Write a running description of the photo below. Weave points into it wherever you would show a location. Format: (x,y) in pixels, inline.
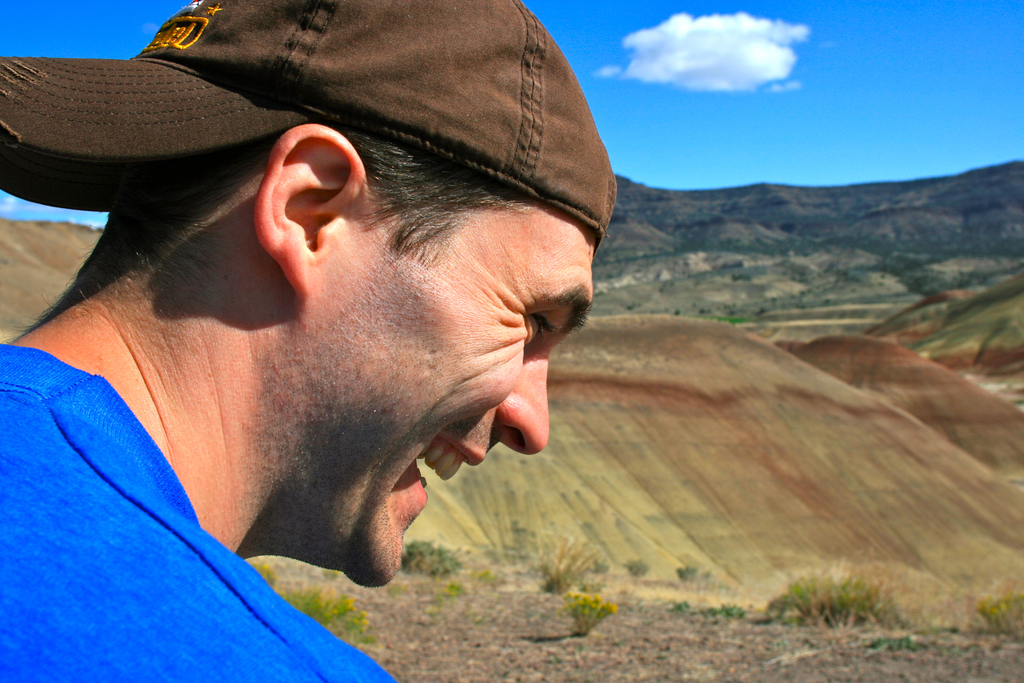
In this picture we can see a person (525,361) wearing a cap (103,137) and smiling. We can see some greenery (1008,622). We can see the cloud (641,69) in the sky (696,94).
